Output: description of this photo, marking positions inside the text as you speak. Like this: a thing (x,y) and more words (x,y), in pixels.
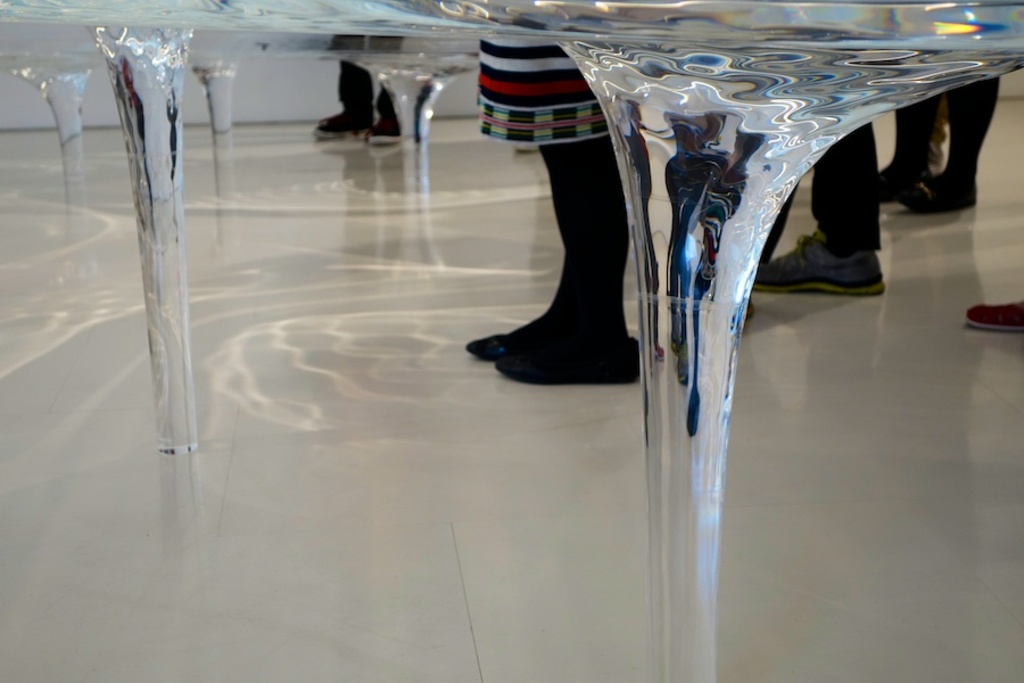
In this image, we can see people legs (576,155). There is a table (387,24) at the top of the image (647,40).
